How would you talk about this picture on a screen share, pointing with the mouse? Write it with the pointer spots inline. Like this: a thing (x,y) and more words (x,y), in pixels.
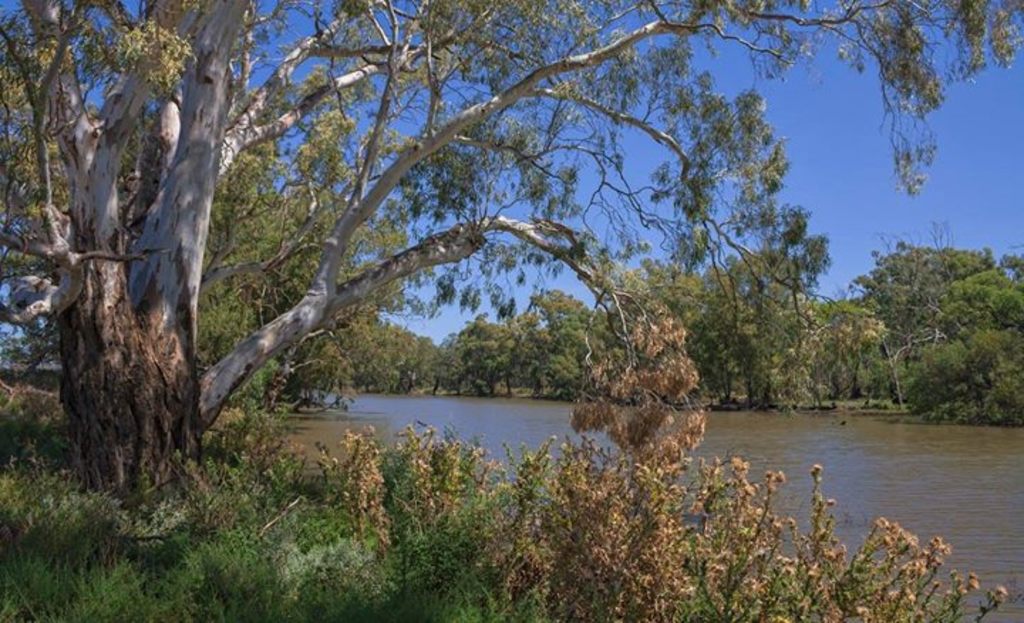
In this image, I can see water (405,399), trees (680,277) and plants (444,542). In the background (834,128), there is the sky (814,149).
